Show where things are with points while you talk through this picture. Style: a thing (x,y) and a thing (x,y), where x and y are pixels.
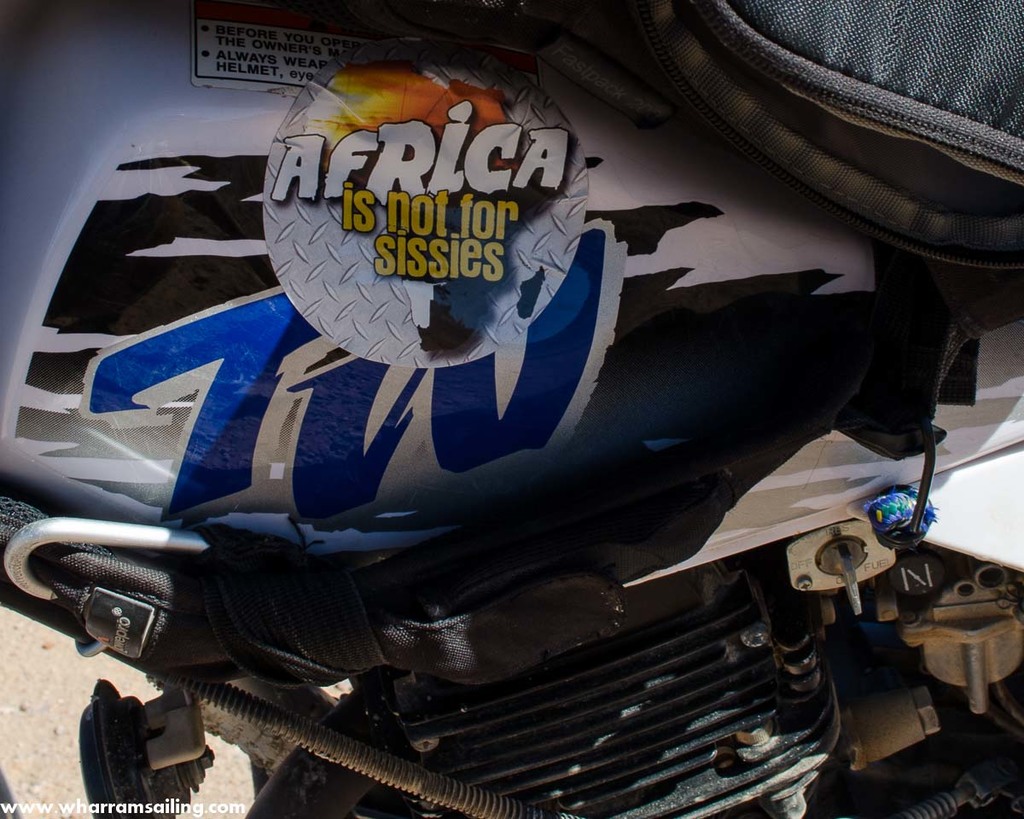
It is a zoomed in picture of a bike (642,704) with the engine (726,672) and also the tank (358,336) with the stickers (322,153). We can also see the path (45,797). In the bottom left corner (229,806) we can see the text (216,811).
